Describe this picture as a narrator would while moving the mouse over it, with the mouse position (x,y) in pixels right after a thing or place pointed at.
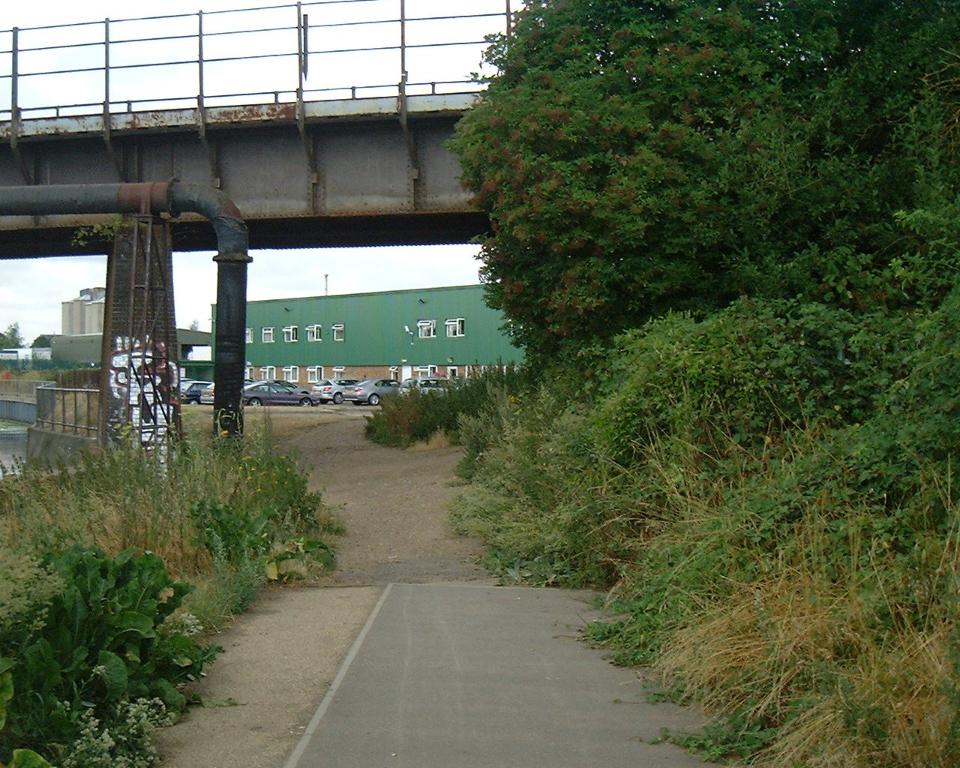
In this picture I can see there are plants (158,669) on left side (70,647) and trees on right side (702,172), there are some buildings (442,372) and cars (368,393) parked here in the backdrop (434,351). There is a bridge (373,200) and the sky (25,92) is cloudy.
